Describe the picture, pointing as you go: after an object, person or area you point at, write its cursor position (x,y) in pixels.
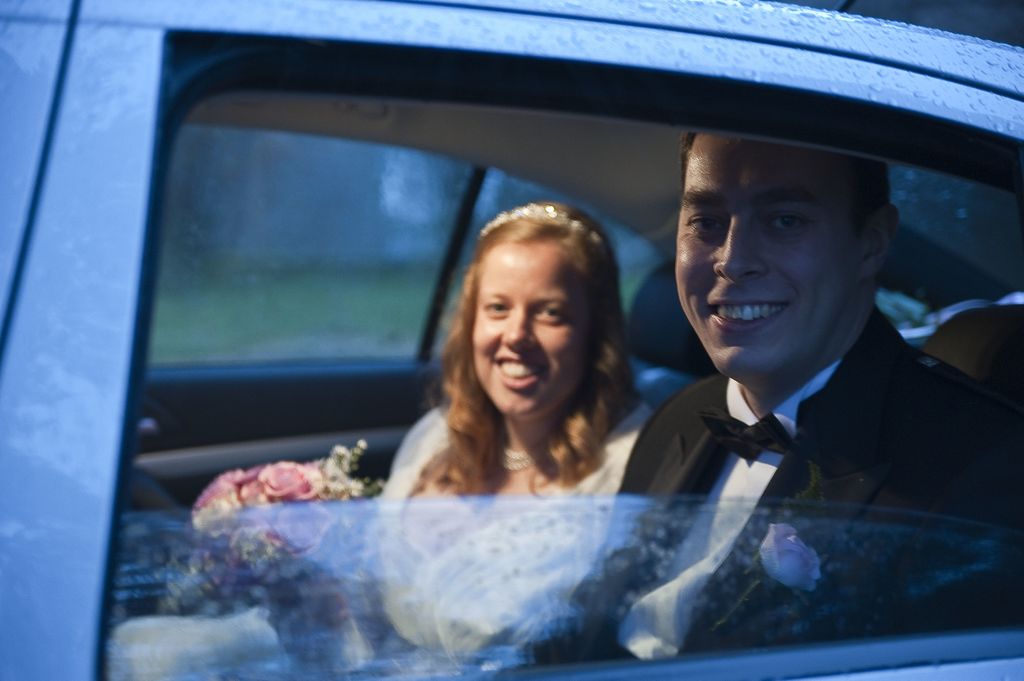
In this picture we can see men (752,472) and woman (497,350) sitting inside the car (667,307) and they are smiling and here man (656,436) wore blazer (702,477), bow tie (734,440) and for blazer (843,554) we have a flower (771,573) and beside to his woman (451,474) holding flowers (221,503) in her hand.
